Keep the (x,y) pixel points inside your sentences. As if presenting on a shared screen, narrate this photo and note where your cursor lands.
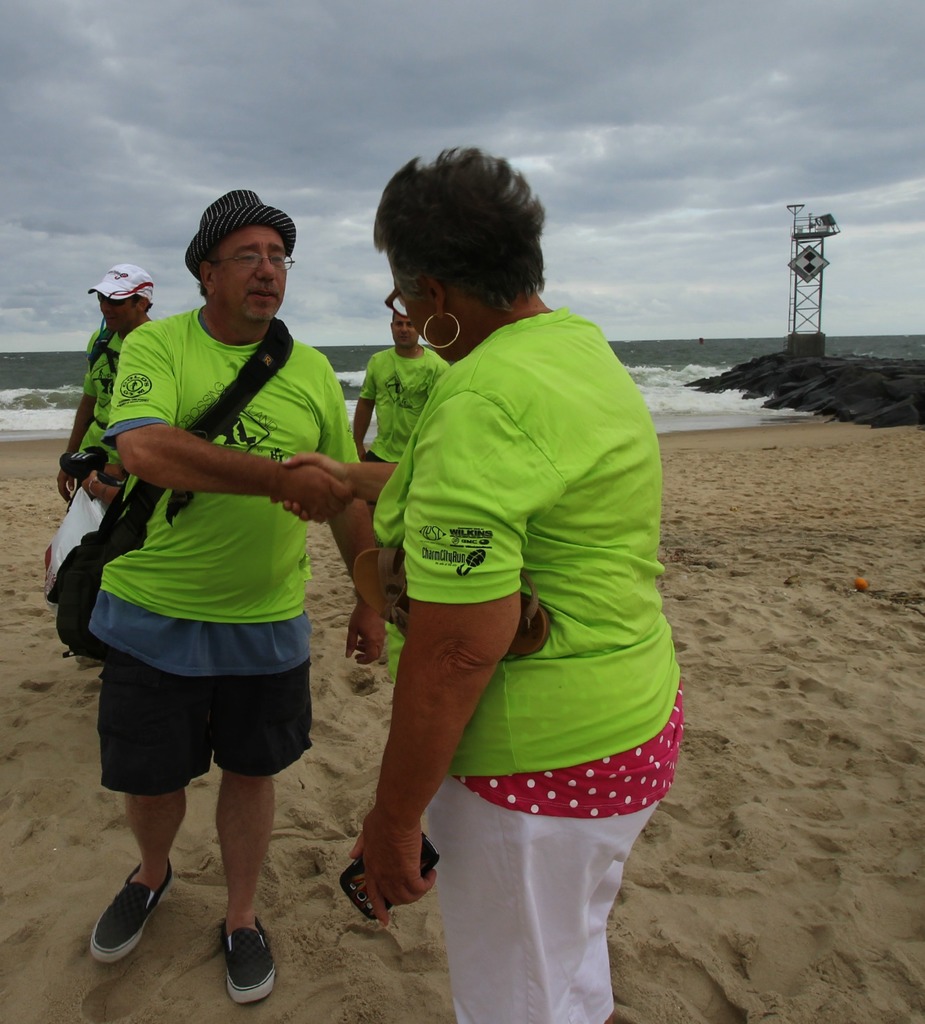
In this image we can see some group of persons (259,636) wearing similar color dress (261,545) standing at the seashore (73,846) some are holding objects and some are carrying bags (244,386) and in the background of the image (775,344) there is water (664,361), tower (790,347) and top of the image (787,237) there is cloudy sky (311,223).
